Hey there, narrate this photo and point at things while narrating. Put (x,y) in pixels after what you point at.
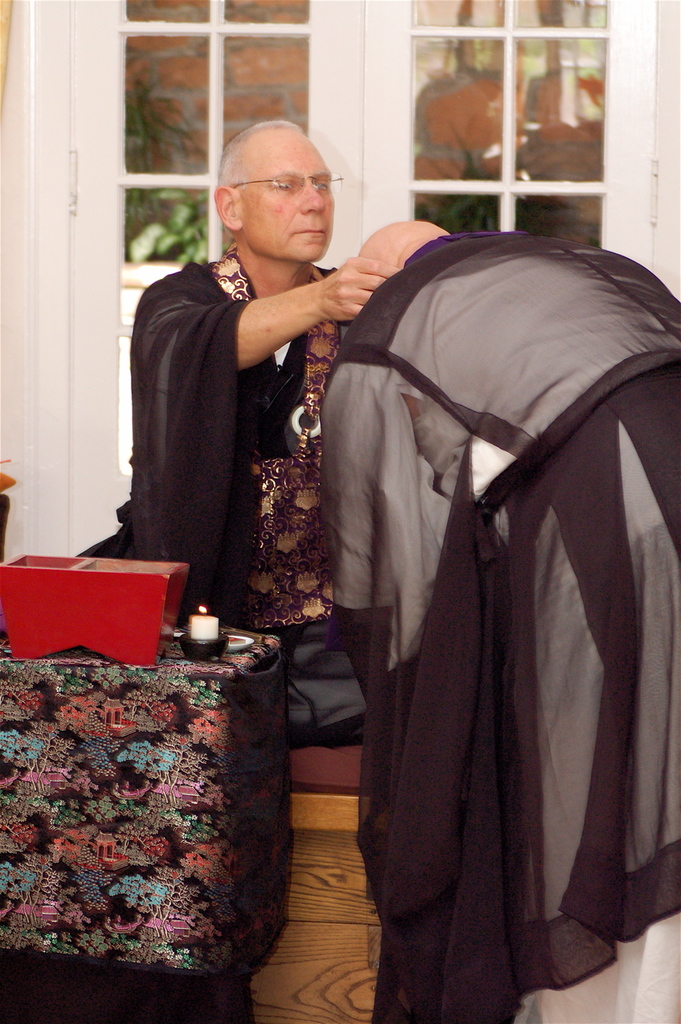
This is an inside view. Here I can see a man (243,514) is sitting. In front of this man (225,363) another person (531,465) is bending. On the left side (65,774), I can see a table (136,870) which is covered with a cloth (106,772). On the table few objects (112,598) are placed. In the background (256,110) there is a window (371,114) through which we can see the outside view. In the outside, I can see some plants (175,240).
